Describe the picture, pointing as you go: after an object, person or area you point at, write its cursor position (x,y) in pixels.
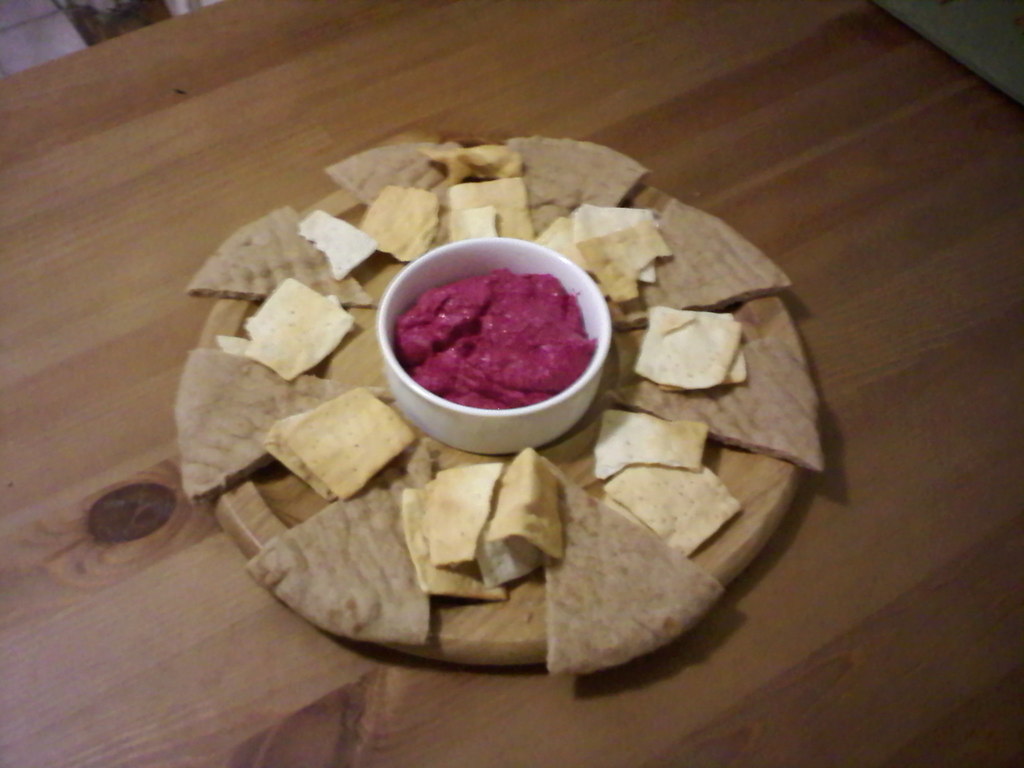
In this image we can see some food (472,387) and bowl (408,385) in a plate (361,315) placed on the table (195,107).
